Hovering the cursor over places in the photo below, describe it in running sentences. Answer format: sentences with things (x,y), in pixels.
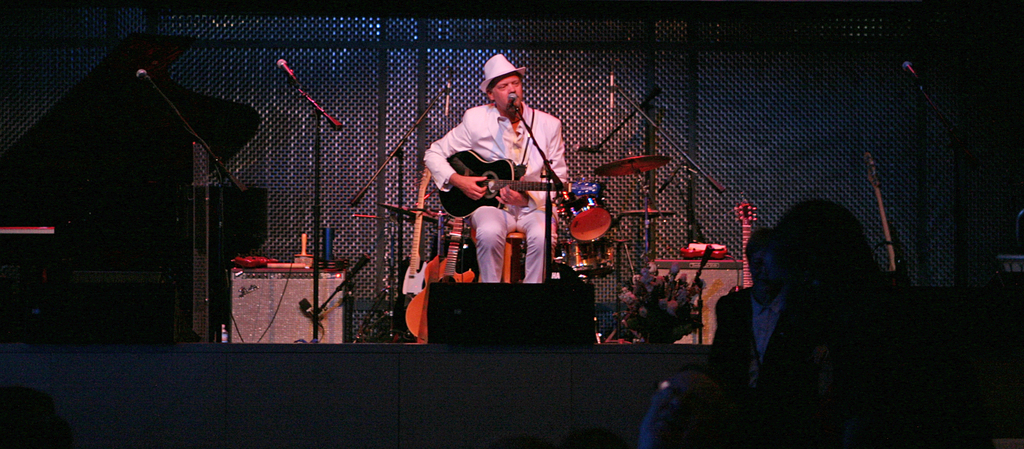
This person (497,125) sitting and playing guitar (512,170) and singing and wear cap (515,69), behind this person (507,85) we can see microphones (400,168) with stands (402,188), musical instruments (596,217), fence (634,183). These are audience (765,291).
